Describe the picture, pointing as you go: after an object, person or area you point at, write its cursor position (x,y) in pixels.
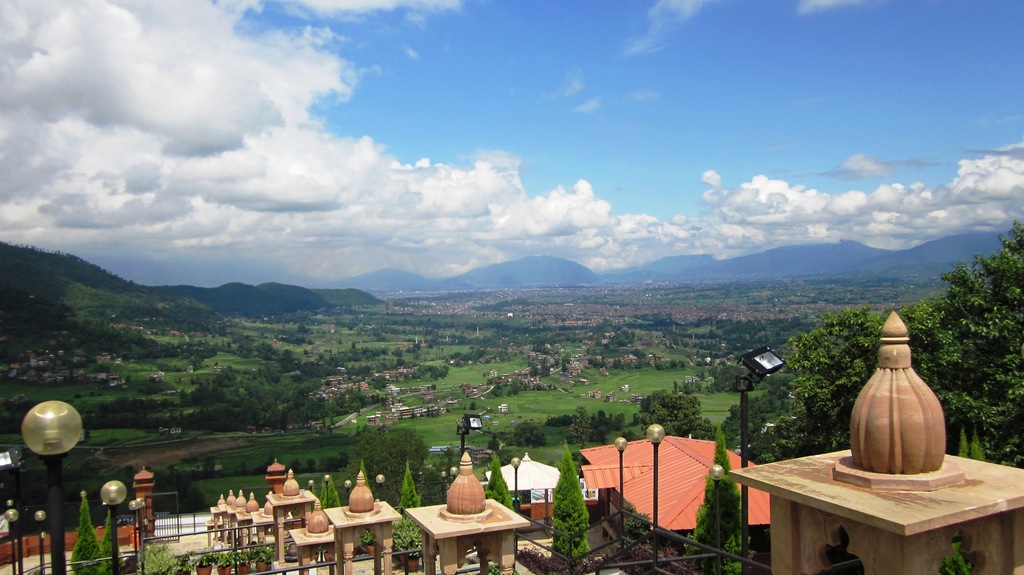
This picture might be clicked in the historical place (319,529). At the bottom of the picture (422,525), we see poles (63,484), pillars (283,506) and street lights (622,510). Beside that, we see trees (578,517) and the roof (628,490) of the cottage (599,489) in red color. There are trees (677,431) and buildings (394,416) in the background (359,356). We even see the hills (497,270). At the top of the picture (326,122), we see the sky (549,140) and the clouds (310,197).
